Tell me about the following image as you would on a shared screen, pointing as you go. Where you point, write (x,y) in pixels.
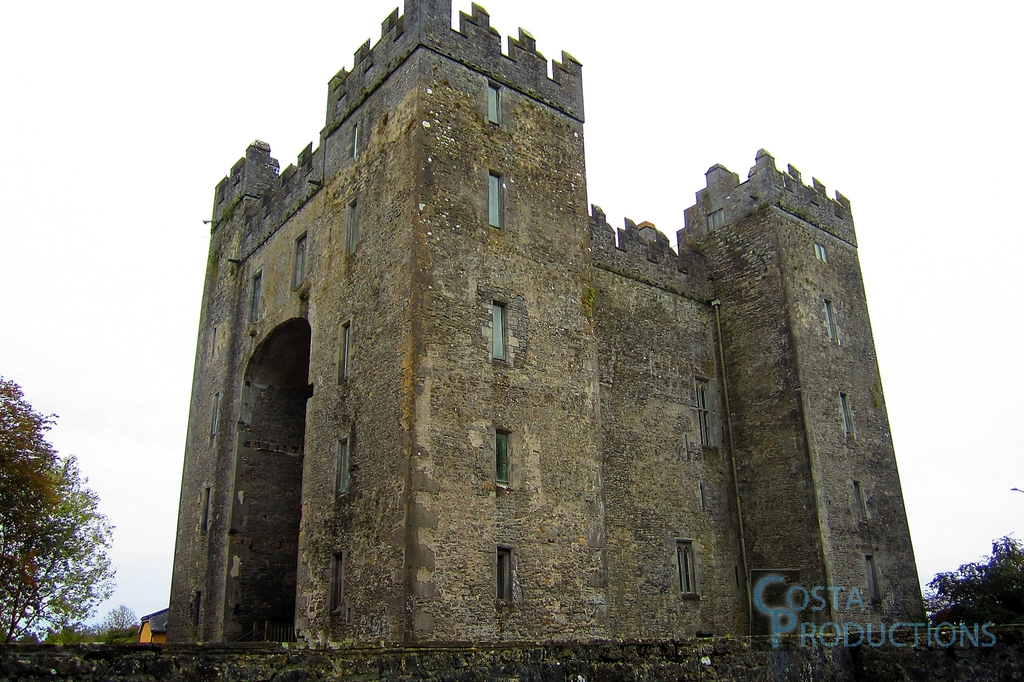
In this picture we can see an old architecture (216,312), building (398,420) and behind the building (216,525) there are trees (64,464) and a sky (909,432). On the image there is a watermark (776,636).
